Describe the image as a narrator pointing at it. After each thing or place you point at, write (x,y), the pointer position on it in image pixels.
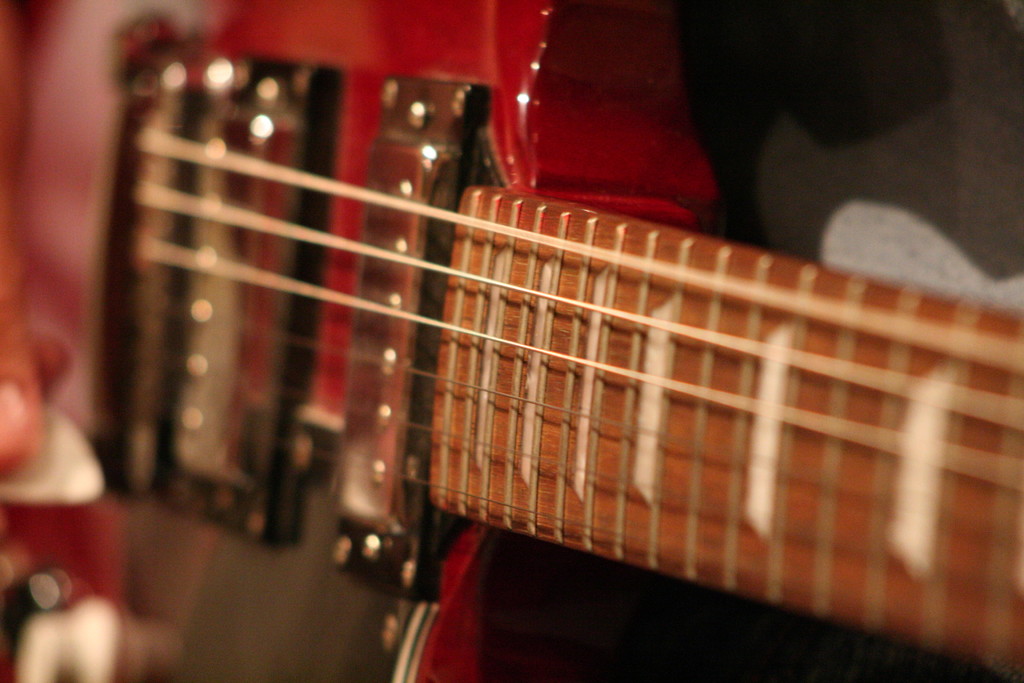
There is a guitar (352,353).
